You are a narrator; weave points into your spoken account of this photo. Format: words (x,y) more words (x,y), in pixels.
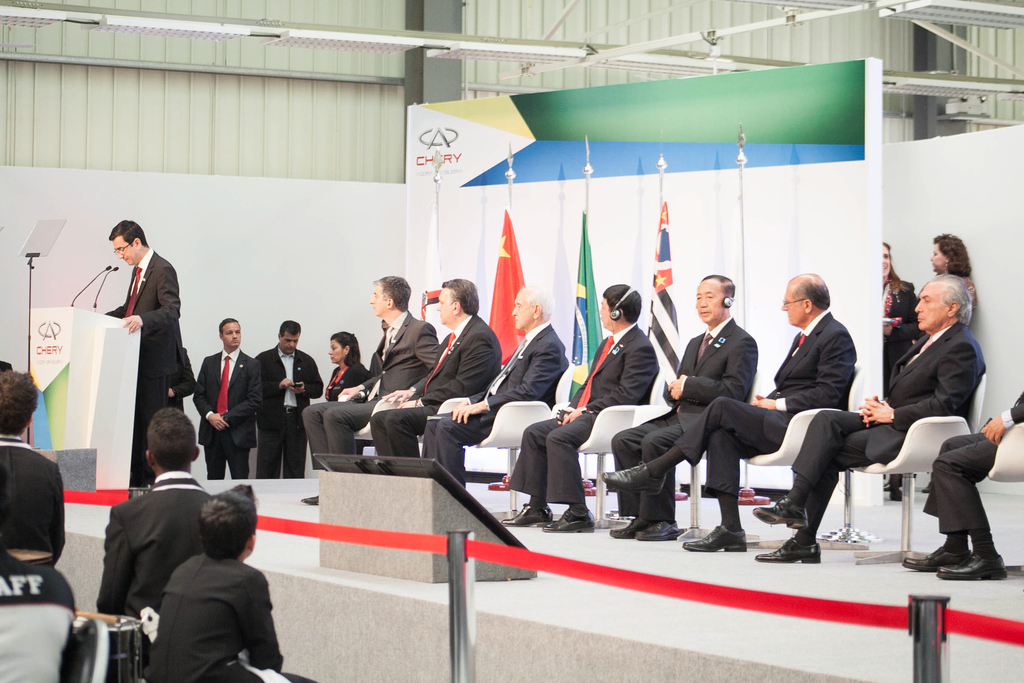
In this picture I can see group of people (455,375) sitting on the chairs (454,401), there are group of people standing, there is a man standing near the podium (49,354), there are mikes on the podium (91,347), there are stanchion barriers (483,553), flags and there is a board (796,173).
